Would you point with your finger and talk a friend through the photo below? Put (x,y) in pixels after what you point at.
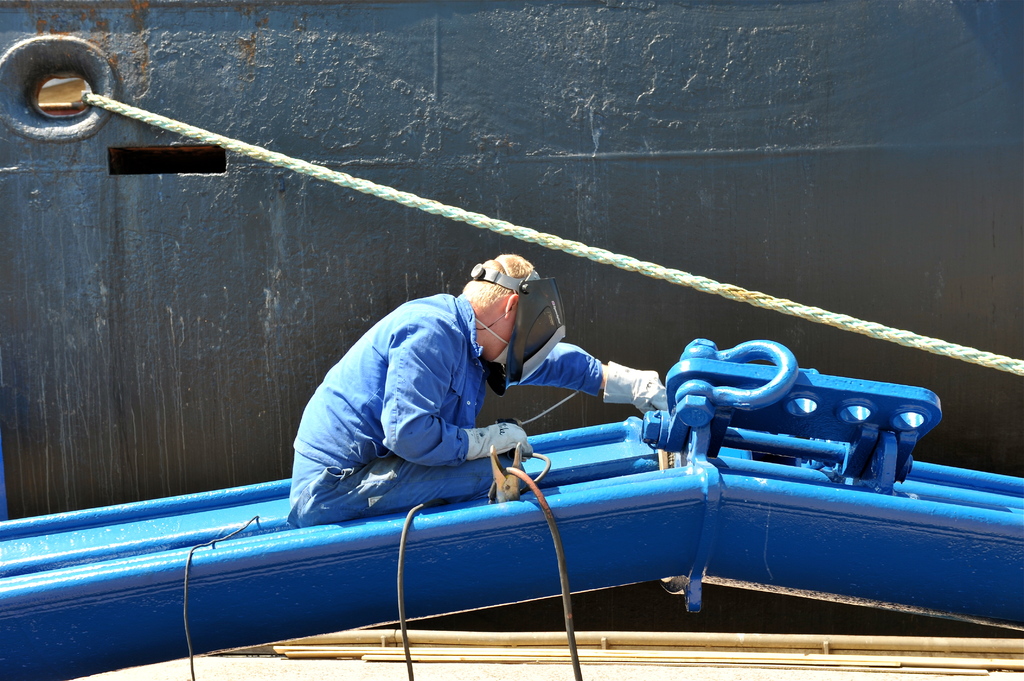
In the picture we can see a man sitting on the blue color iron plank (707,552) and repairing something and he is in a blue dress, white gloves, and a mask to his face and behind him we can see a wall (519,417) with some hole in it and a rope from it.
